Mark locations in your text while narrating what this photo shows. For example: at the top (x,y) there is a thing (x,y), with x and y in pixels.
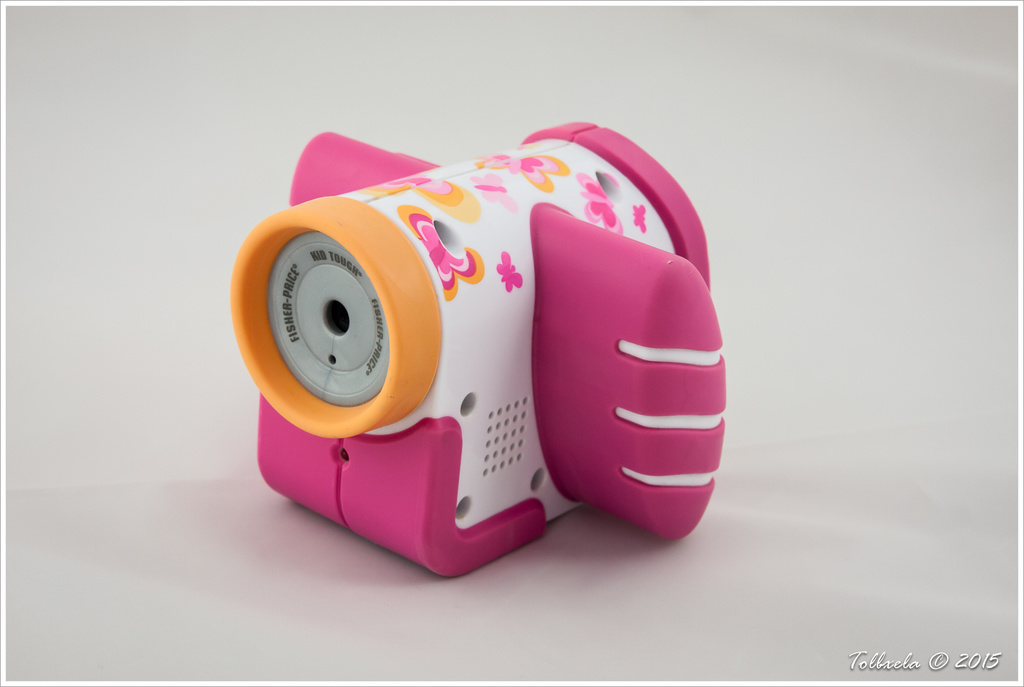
In this picture we can see a baby toy (499,304) in the front (411,260), there is a plain background (708,66), at the right bottom (935,670) there is some text (941,670).
